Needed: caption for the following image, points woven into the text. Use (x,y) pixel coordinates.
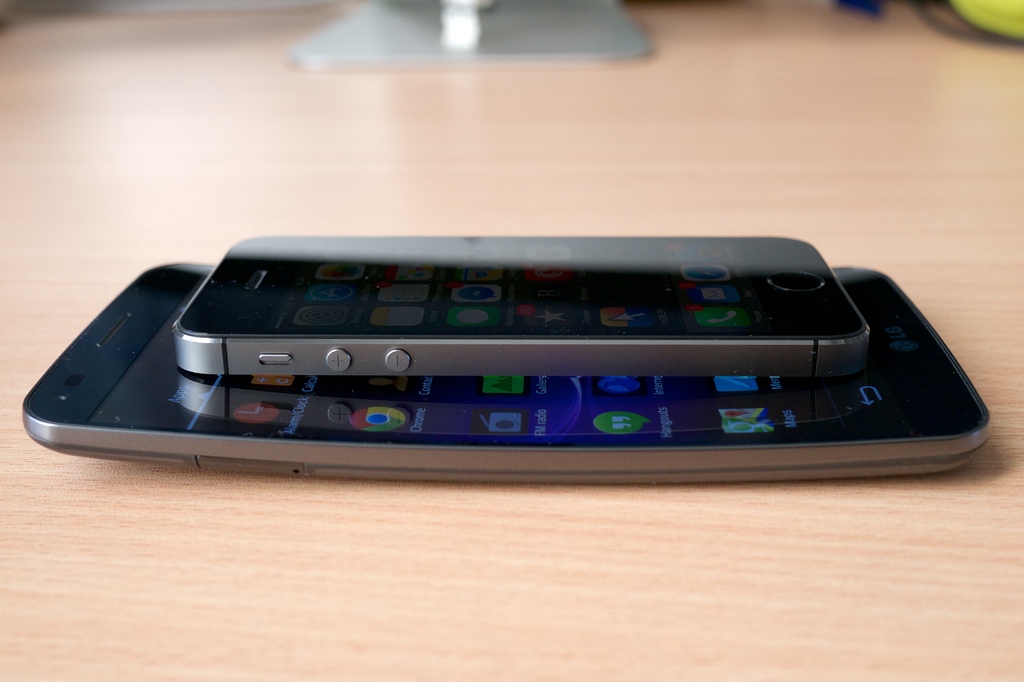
There are two mobile phones (927,389) on a wooden plank (31,600) in the image. Screen (460,442) has few apps (259,382) visible on it.
